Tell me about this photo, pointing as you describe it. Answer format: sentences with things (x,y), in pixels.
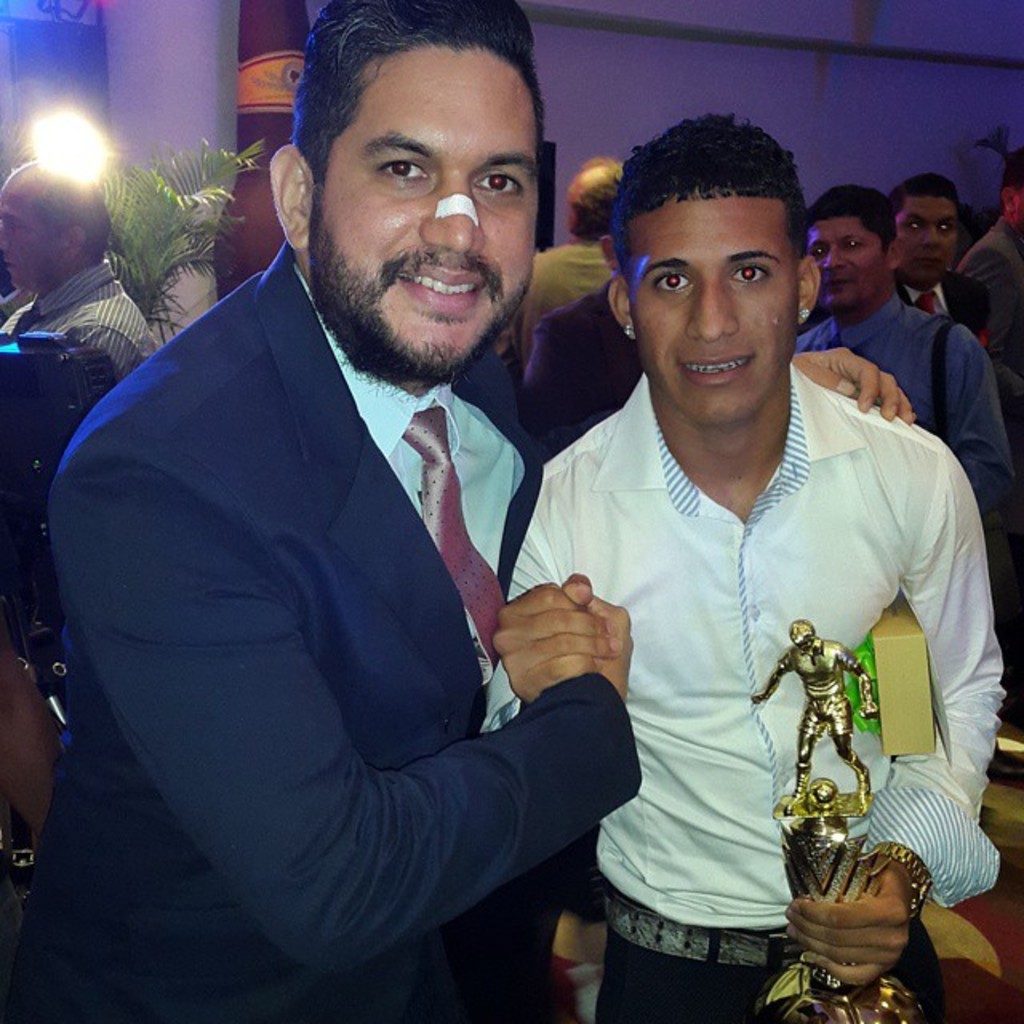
In this picture we can see a group of people (519,331) standing where two men (279,417) are smiling and a man (704,409) holding a trophy (810,875) with his hand (827,937) and in the background (143,282) we can see a tree (143,204), wall (623,119).
